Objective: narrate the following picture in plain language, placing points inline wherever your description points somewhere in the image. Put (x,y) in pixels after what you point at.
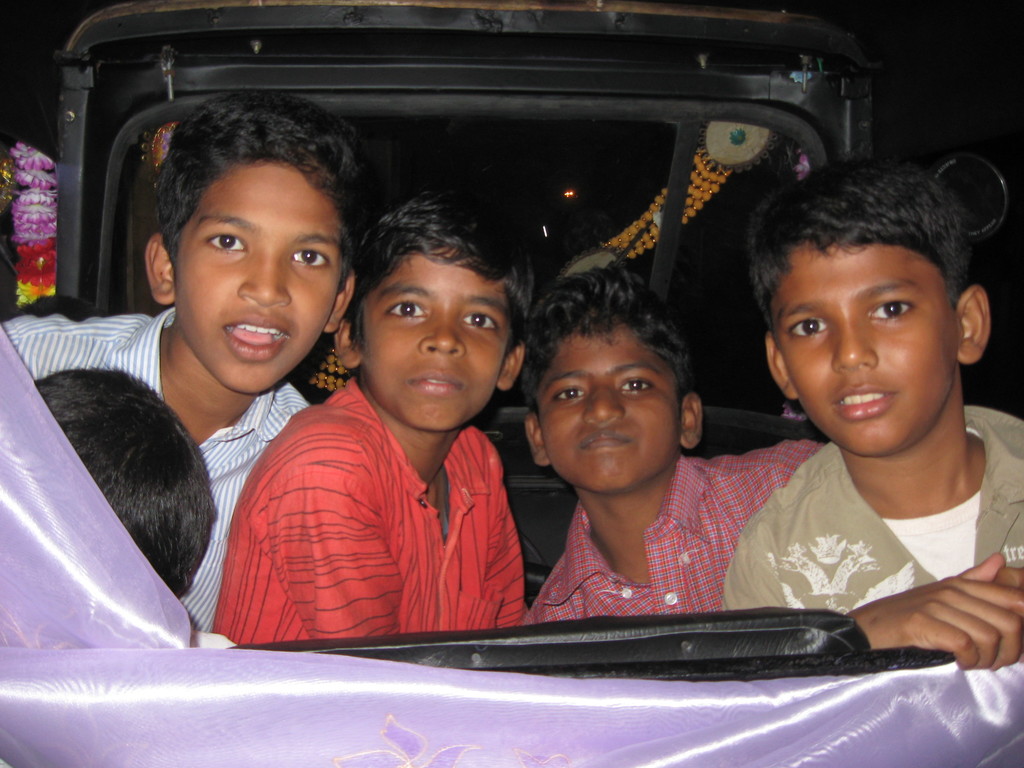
In this image, there are a few people (854,388). We can see a vehicle (625,76) with some objects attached to it. We can see some cloth (216,666) and a black colored object (718,626).
